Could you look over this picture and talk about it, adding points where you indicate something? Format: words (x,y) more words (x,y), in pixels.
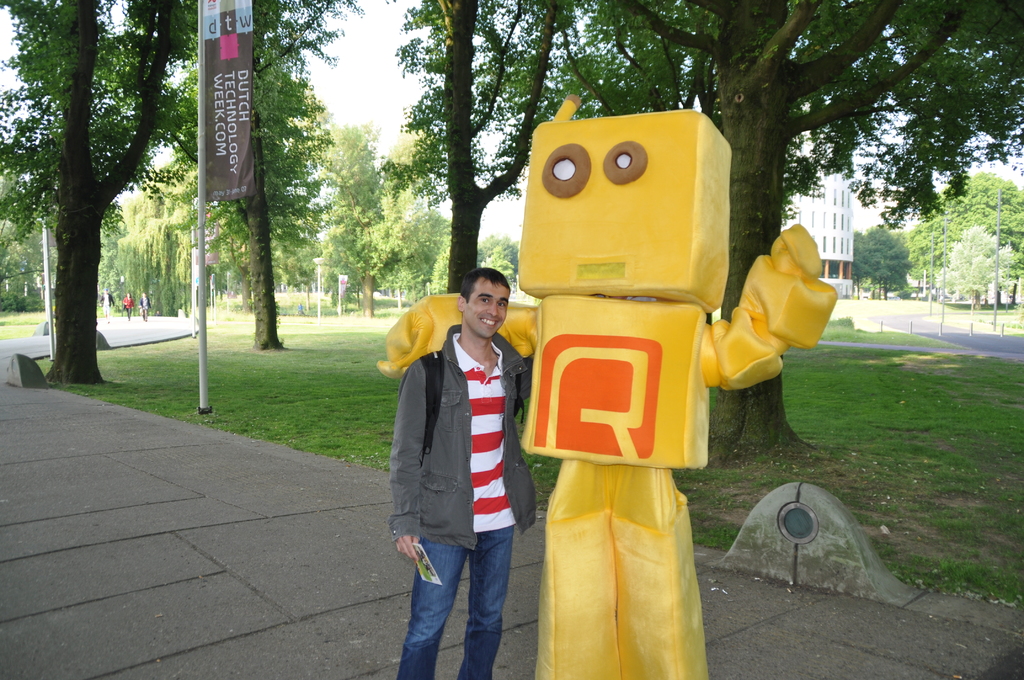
In this image I can see a person (501,412) wearing red and white t shirt (485,416), jacket (468,453) and jeans (436,612) is standing and another person (593,503) wearing yellow and orange colored costume (599,363) is standing beside him. In the background (228,496) I can see the ground (245,484), some grass (248,372), a pole (206,359), few trees (724,74), a building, few persons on the road (105,333) and the sky (375,32).
